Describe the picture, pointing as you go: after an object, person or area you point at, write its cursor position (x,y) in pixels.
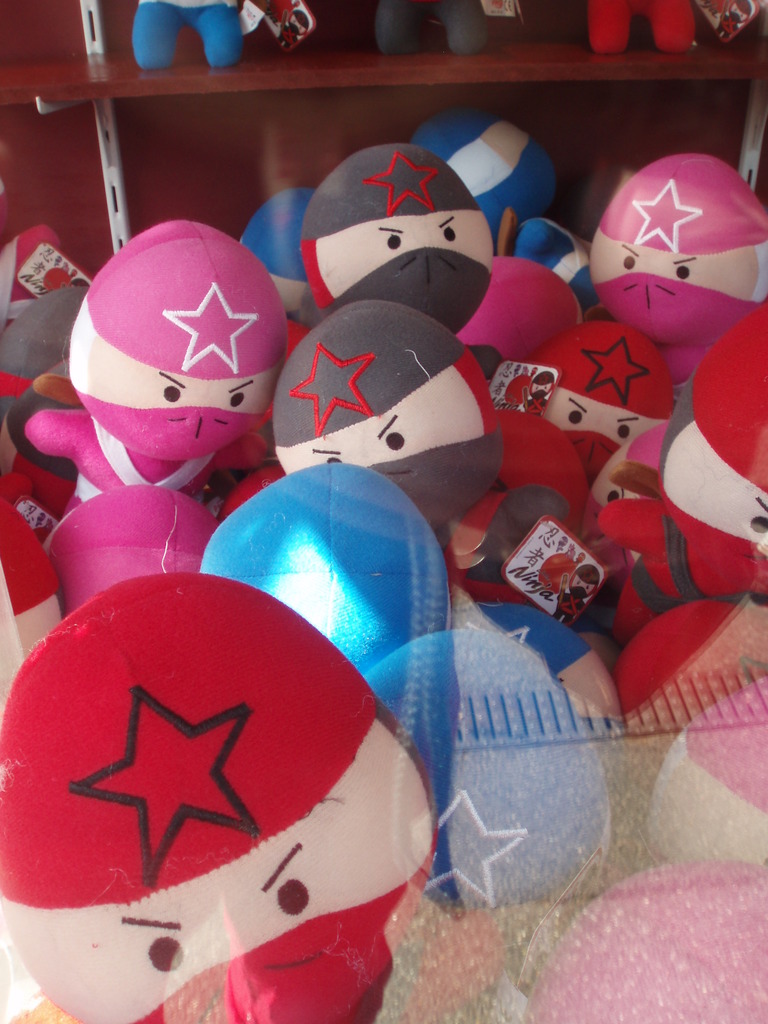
There are many toys (399,388). In the background (304,105) there is a cupboard (495,91). Inside that there are toys (450,14).
